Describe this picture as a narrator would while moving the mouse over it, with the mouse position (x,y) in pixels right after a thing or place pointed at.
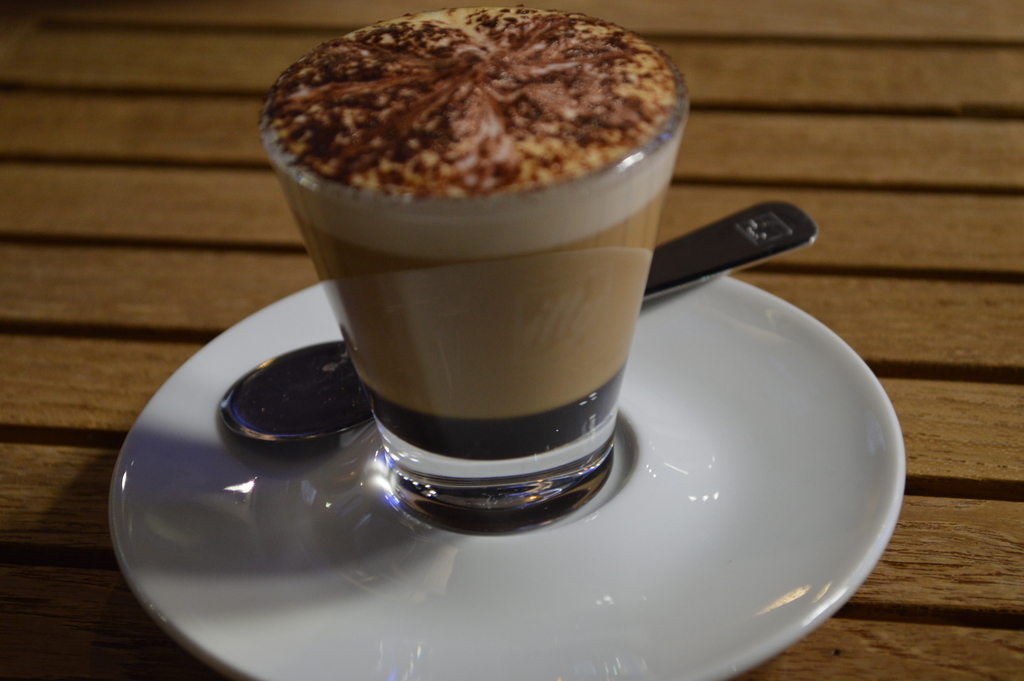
In this picture we can see a table (934,610) at the bottom (901,617), there is a plate (774,574) present on the table (924,599), we can see a glass of drink (533,333) and a spoon (367,403) present in this plate (370,426).
